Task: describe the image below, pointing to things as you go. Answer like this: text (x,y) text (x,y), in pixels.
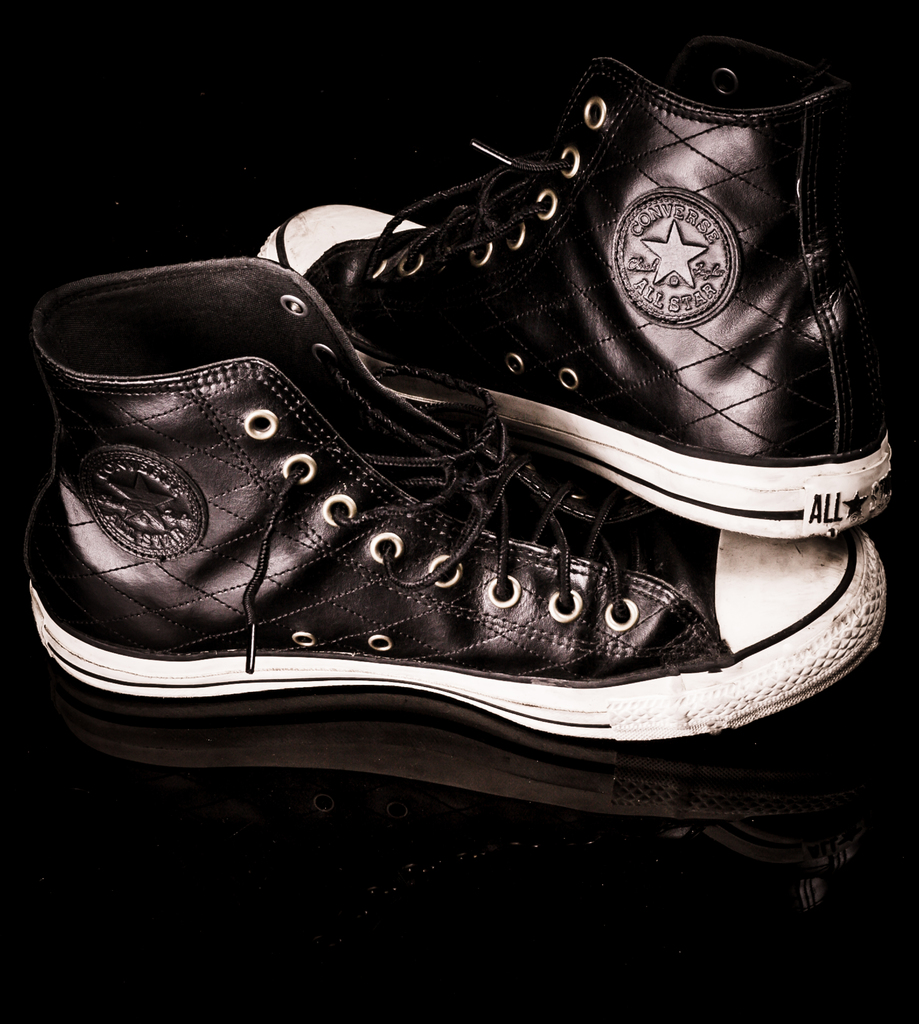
In the picture we can see pair of shoes (400,419) which are in black and white color.
